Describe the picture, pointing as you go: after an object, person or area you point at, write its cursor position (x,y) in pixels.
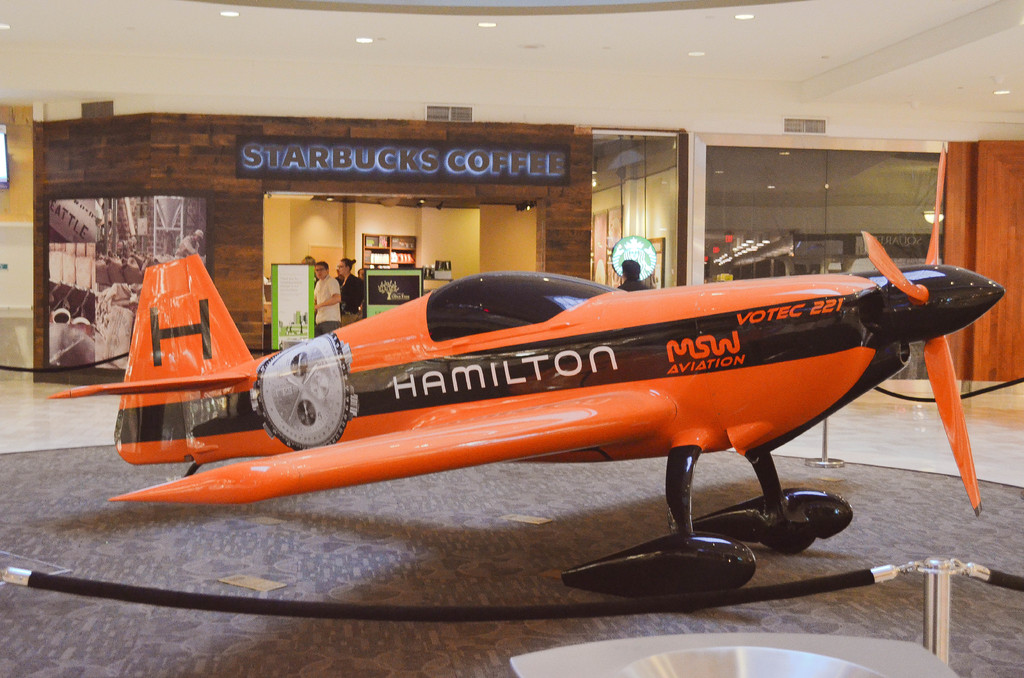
In this picture we can see an airplane (907,359) on the ground (351,489), fence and in the background (287,320) we can see banners (273,282), lights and some persons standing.
